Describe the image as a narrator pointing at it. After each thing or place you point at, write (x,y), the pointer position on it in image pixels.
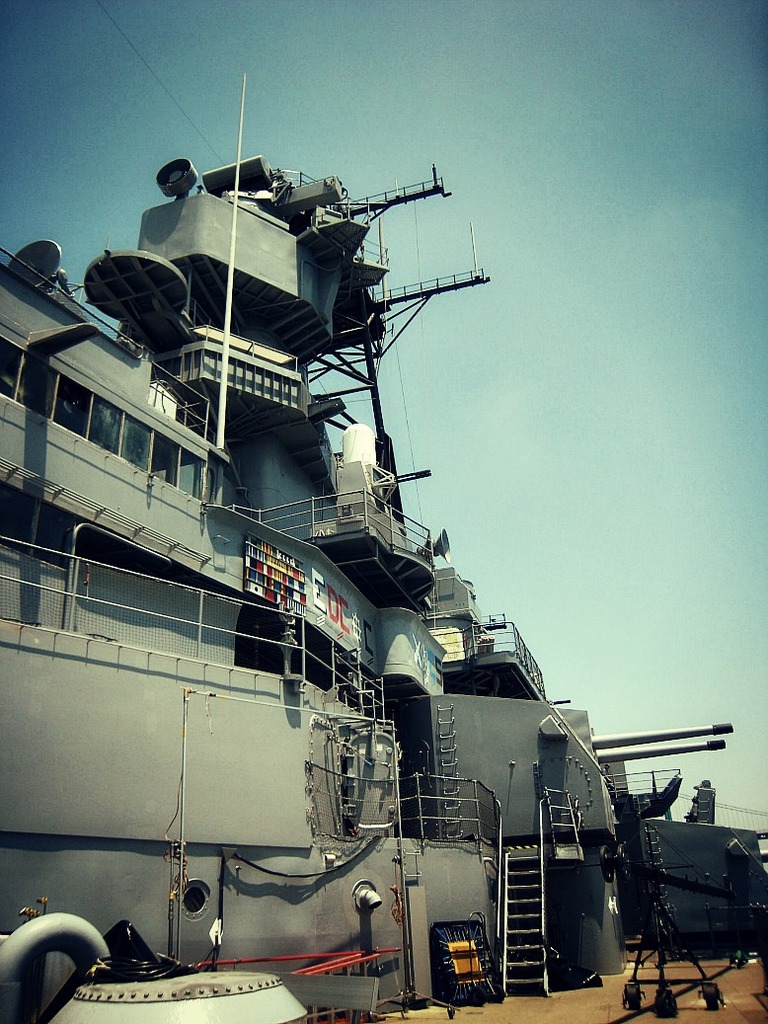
In the center of the image (397,494), we can see a ship (300,833) and in the background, there are some other objects (662,964). At the top (534,159), there is sky (540,202).
